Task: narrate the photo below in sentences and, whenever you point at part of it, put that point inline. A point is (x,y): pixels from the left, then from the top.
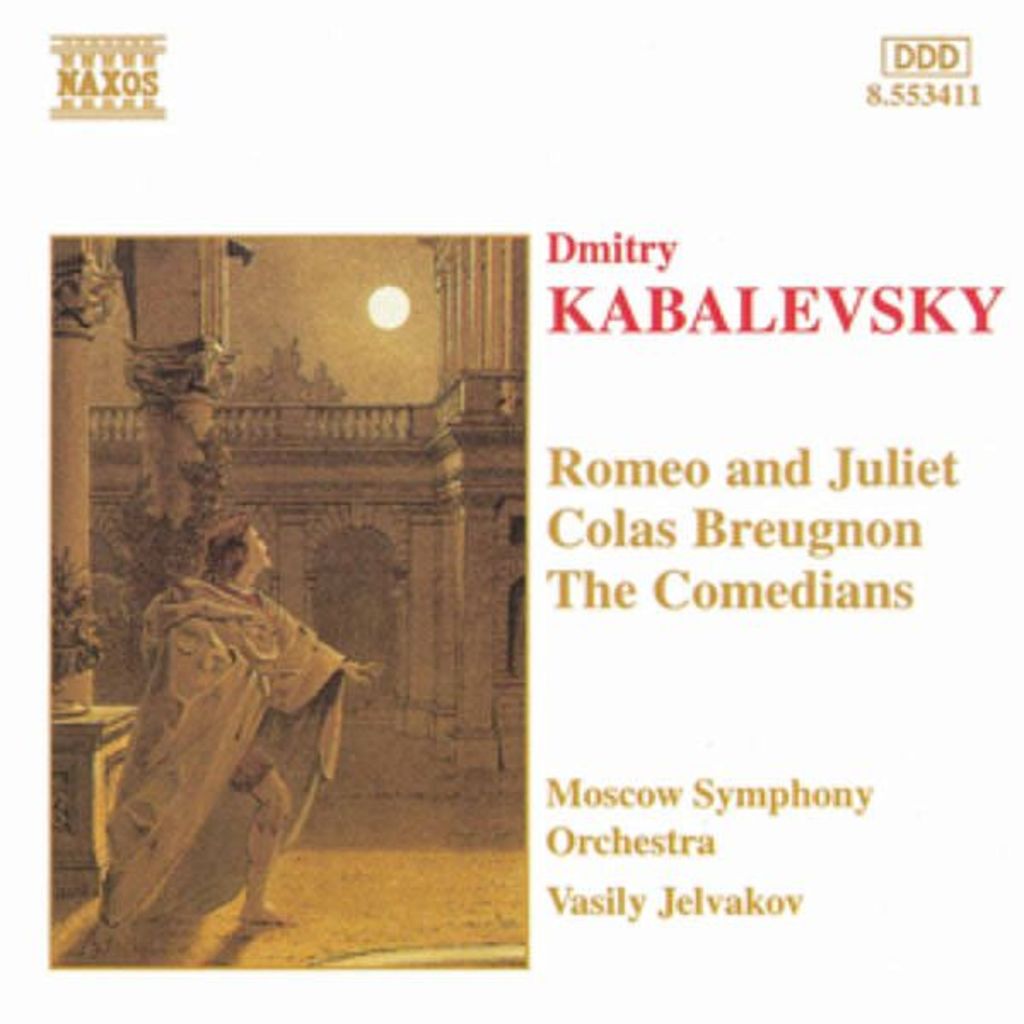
In this image I can see an old picture in which I can see a person (248,693) standing, few pillars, a building (314,540), the sky (308,319) and the moon (381,313). I can see something is written to the right side of the image (701,590).
